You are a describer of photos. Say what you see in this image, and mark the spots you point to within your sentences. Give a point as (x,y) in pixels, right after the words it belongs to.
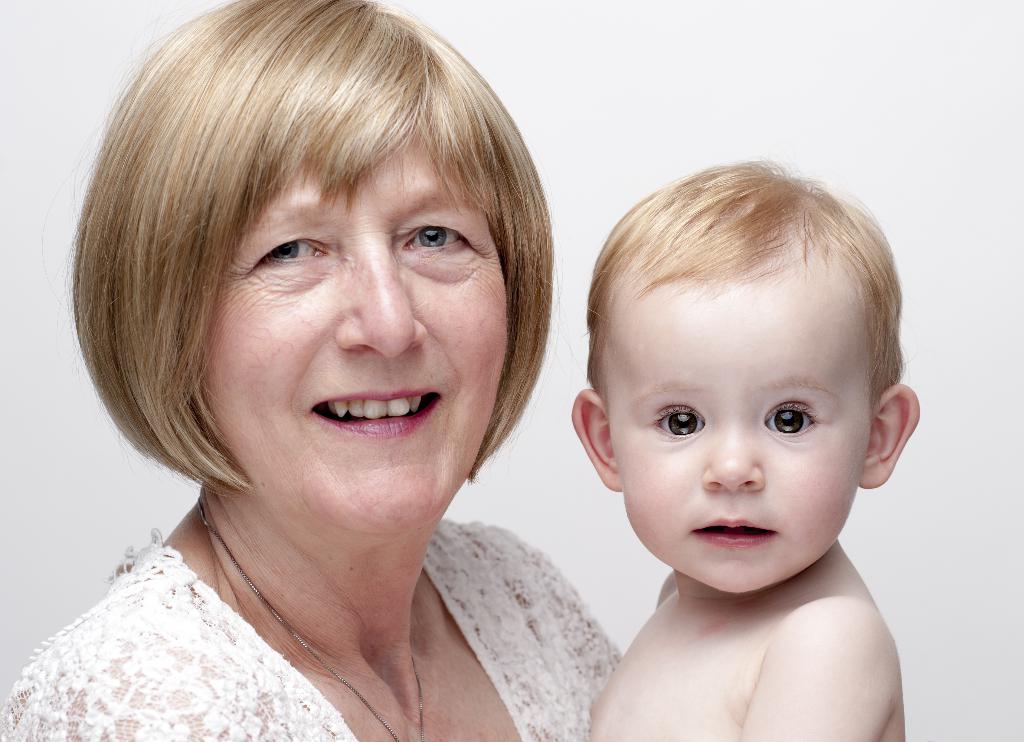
In this image, we can see a woman (151,402) standing and she is holding a kid (827,655), there is a white background (718,34).
